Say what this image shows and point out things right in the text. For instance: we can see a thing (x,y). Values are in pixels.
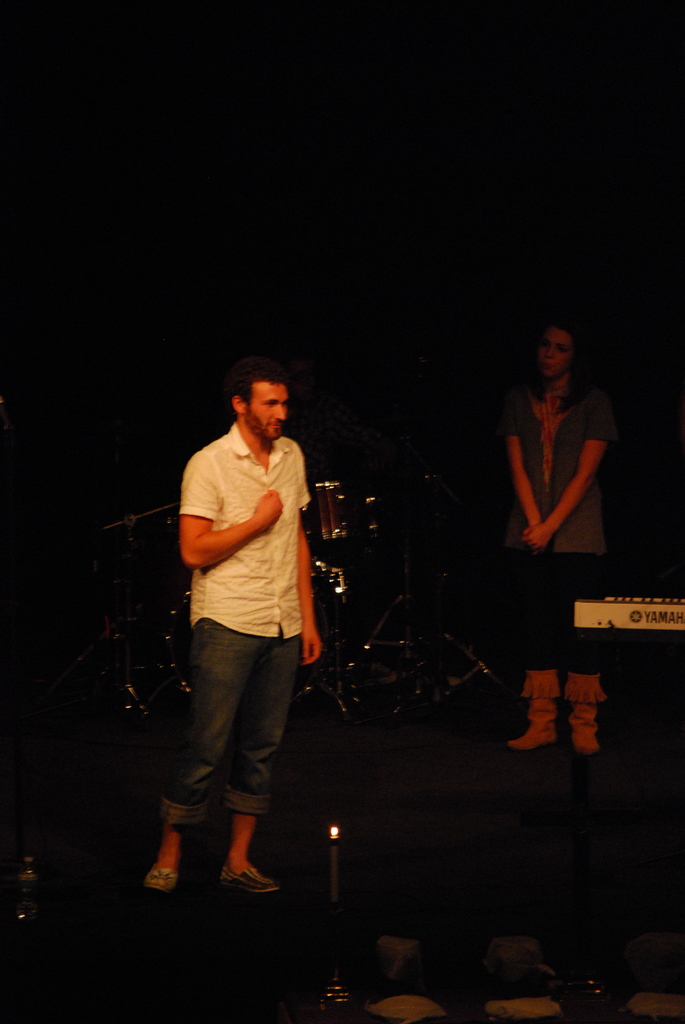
This picture seems to be clicked inside. On the right (536,501) there is a person (543,506) standing on the ground (546,818). On the right corner (629,629) there is an object (639,621) seems to be a musical keyboard (633,600). In the center (233,416) there is a man (232,473) wearing white color shirt (232,487) and standing on the ground (258,844). In the background (326,563) we can see there are some objects (326,563) placed on the ground (456,829).
